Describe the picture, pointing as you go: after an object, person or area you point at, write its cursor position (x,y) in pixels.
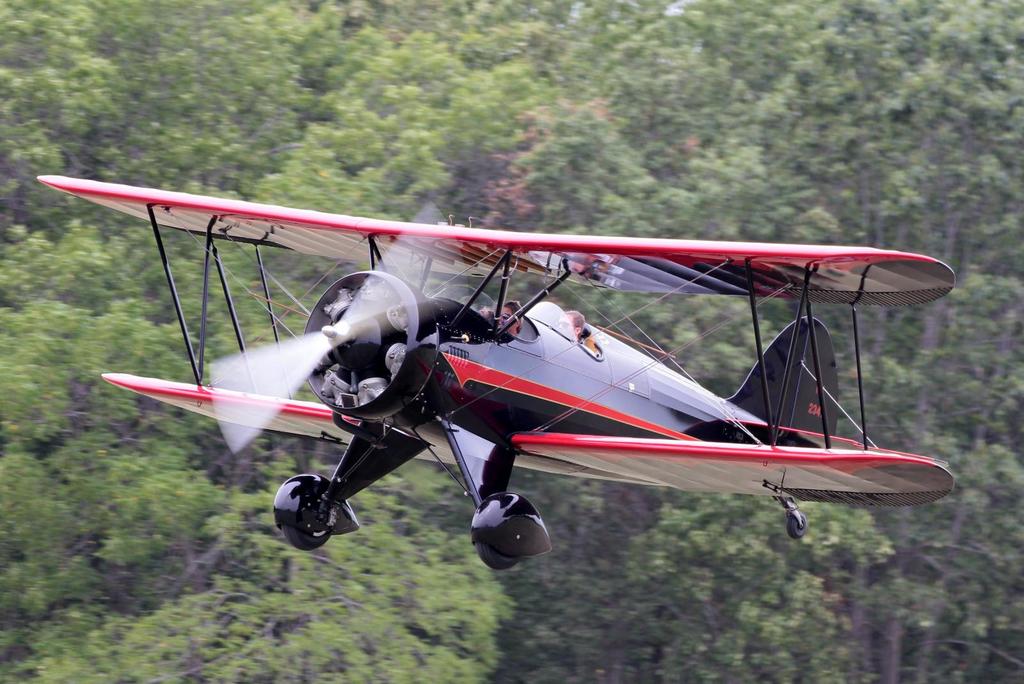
In this image we can see an air craft (539,345) flying in the air, here is the propeller (373,309), here are the wings (676,278), there are the trees (316,159).
